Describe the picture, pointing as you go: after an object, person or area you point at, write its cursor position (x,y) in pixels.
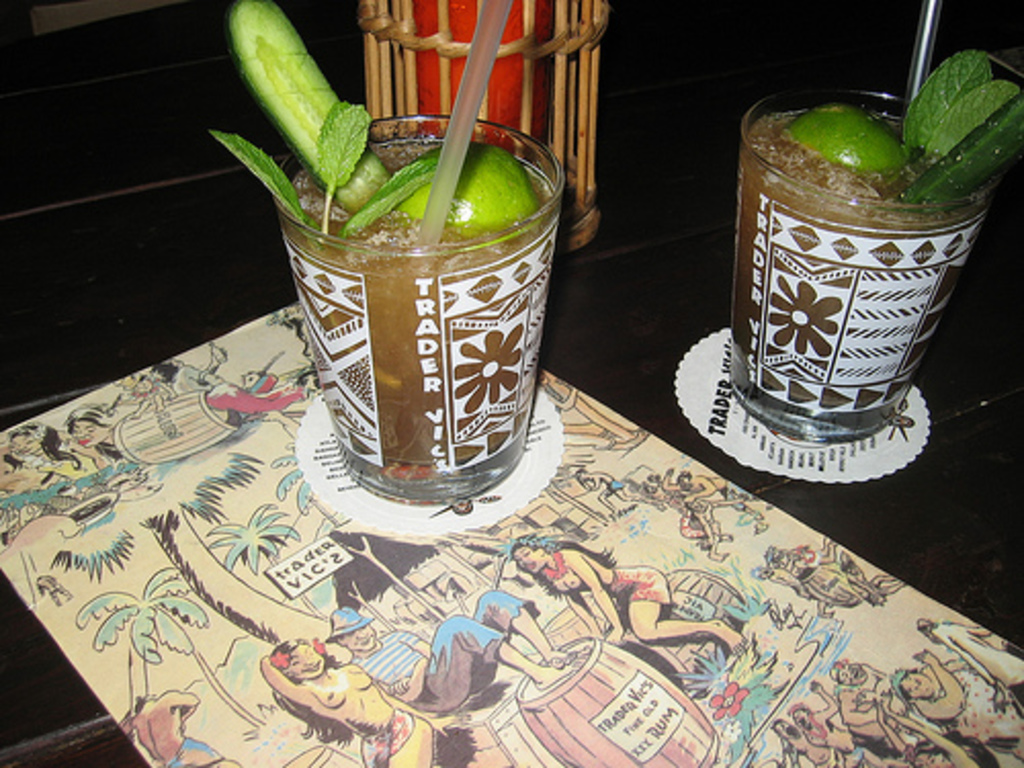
As we can see in the image there is a table (643,358). On table (203,215) there are glasses (427,346) and poster (281,567). In glasses (374,354) there are lemons (421,209) and straws (485,51).
